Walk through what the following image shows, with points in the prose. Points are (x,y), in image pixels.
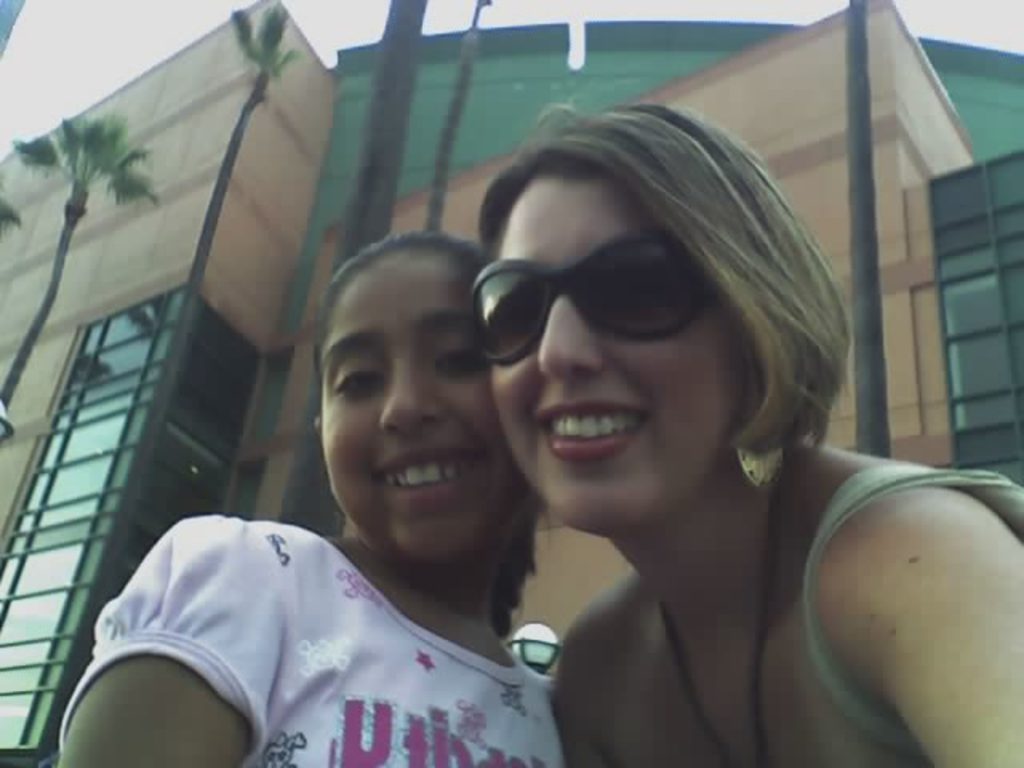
In this image there are two ladies (597,668), in the background (515,63) there are buildings (624,66) and trees (402,96).
